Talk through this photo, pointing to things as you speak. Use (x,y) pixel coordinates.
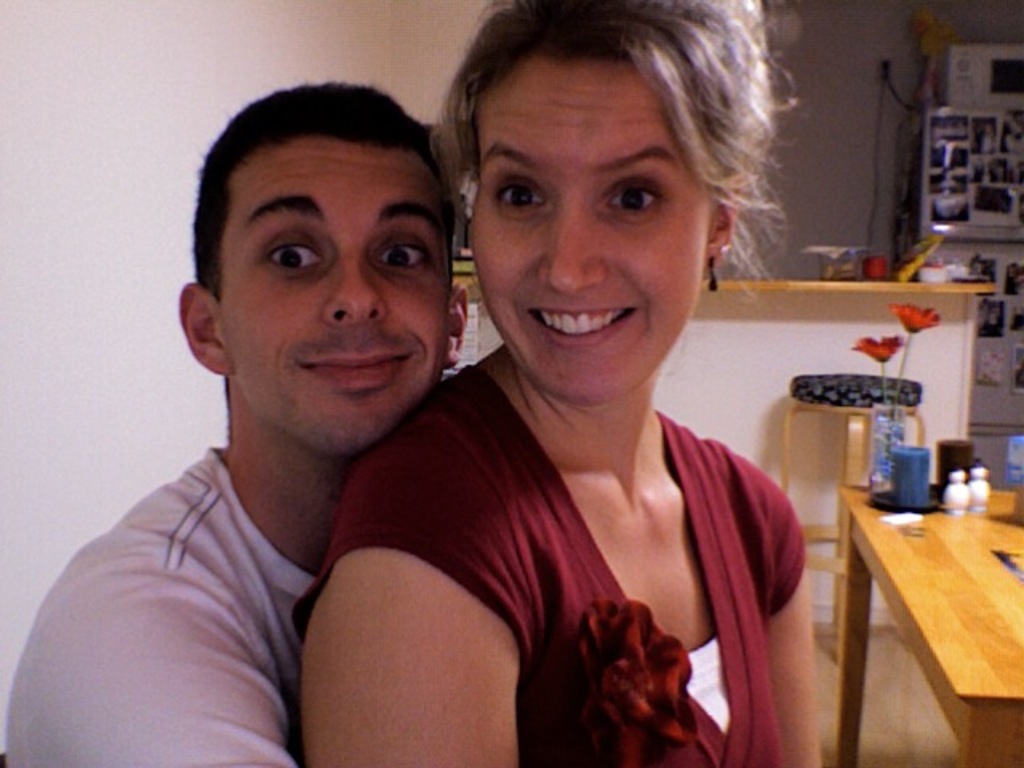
In this image, There is a man (117,766) and women (452,635) who are hugging each other, In the right side (977,663) there is a table (979,643) which is in yellow color, In the background (752,366) there is a wall (768,360) which is in white color and there is a stool (857,401) which has a black seat (838,398).
